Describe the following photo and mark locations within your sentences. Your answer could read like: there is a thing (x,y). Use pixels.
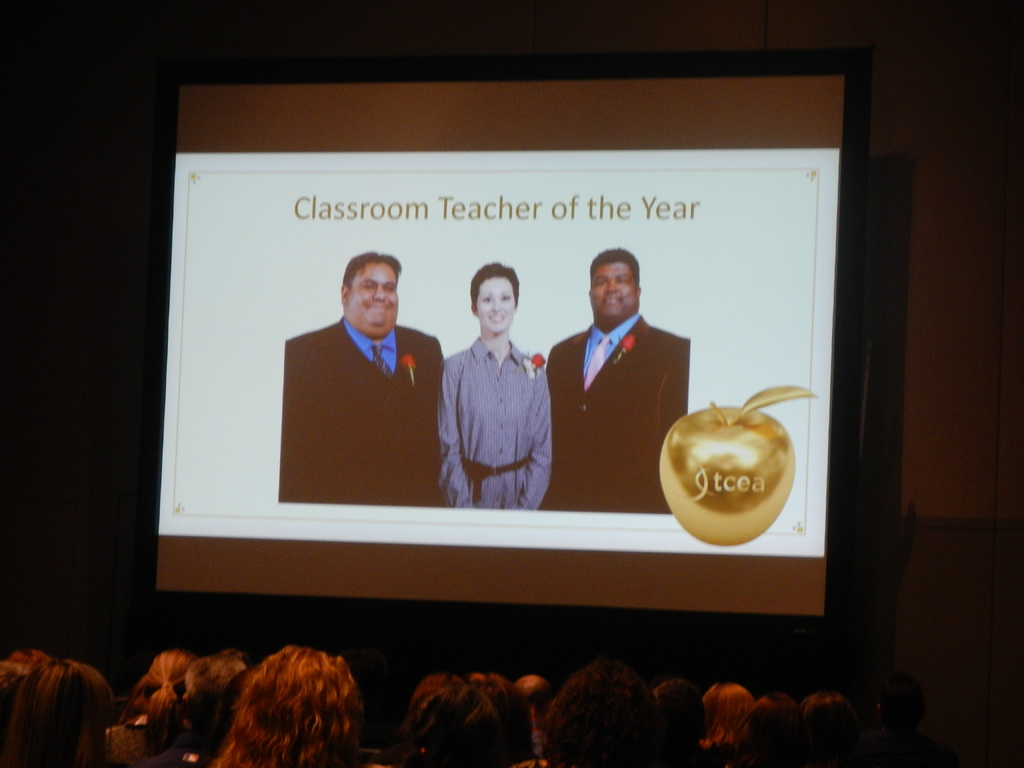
In this picture we can see a group of people (604,685) and in front of them we can see a screen (737,115) and on this screen (245,484) we can see three people (641,378) smiling, apple (712,411) and some text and in the background (886,54) we can see the wall (918,226).
